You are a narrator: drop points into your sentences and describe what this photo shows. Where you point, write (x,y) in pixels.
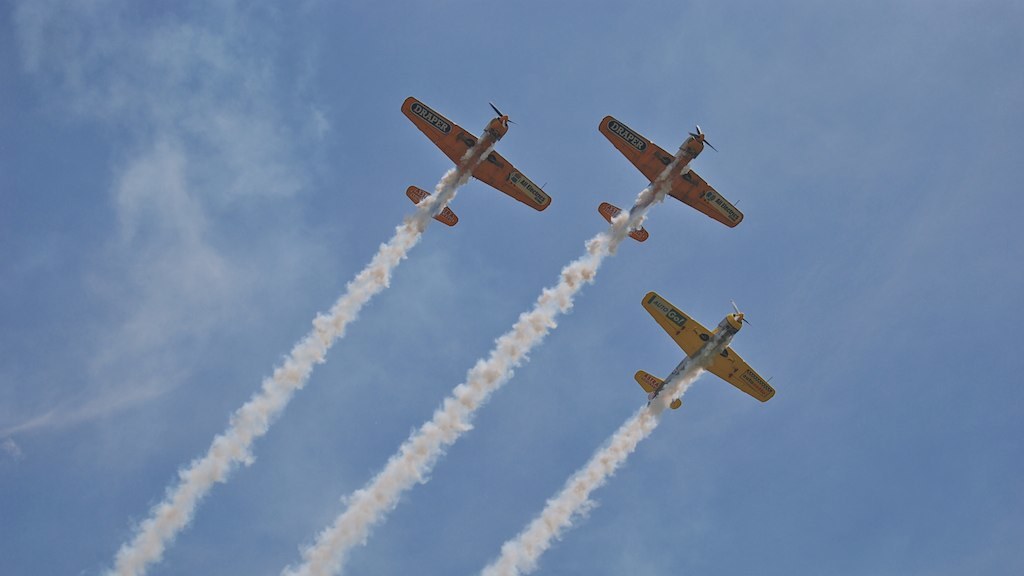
In this image I can see planes (497,161) are flying in the sky (473,269). Smoke (408,240) is coming out from the planes (496,174). Sky (646,465) is in blue color.
